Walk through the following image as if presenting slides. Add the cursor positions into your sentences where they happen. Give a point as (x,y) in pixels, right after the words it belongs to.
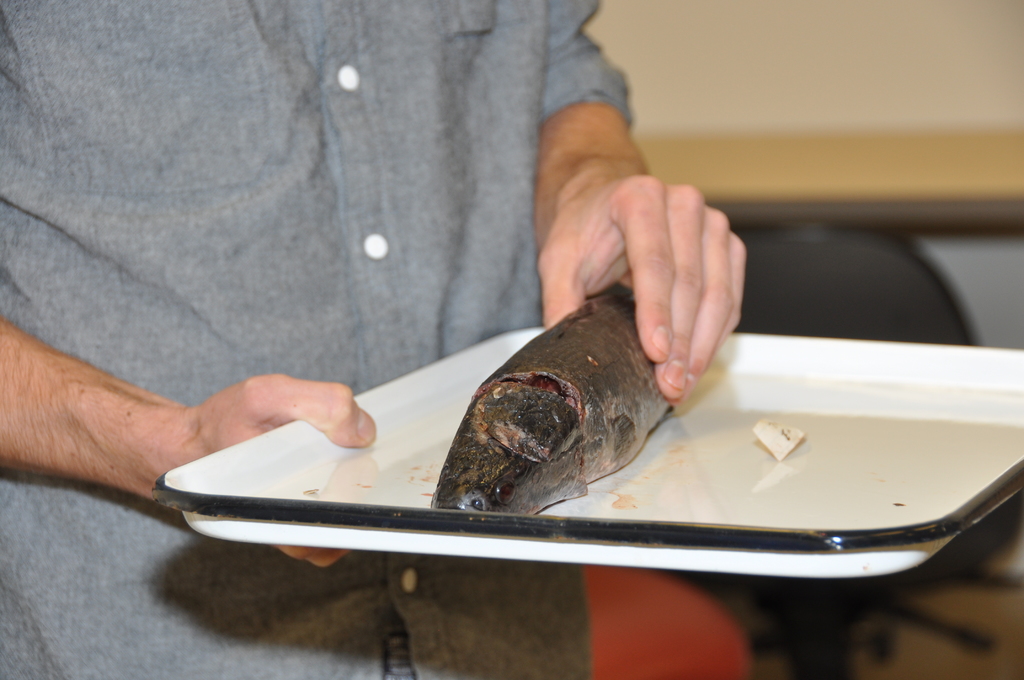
In this image I can see a person (507,571) holding a white tray (867,429) which contains fish (568,480). The background (950,65) is blurred.
